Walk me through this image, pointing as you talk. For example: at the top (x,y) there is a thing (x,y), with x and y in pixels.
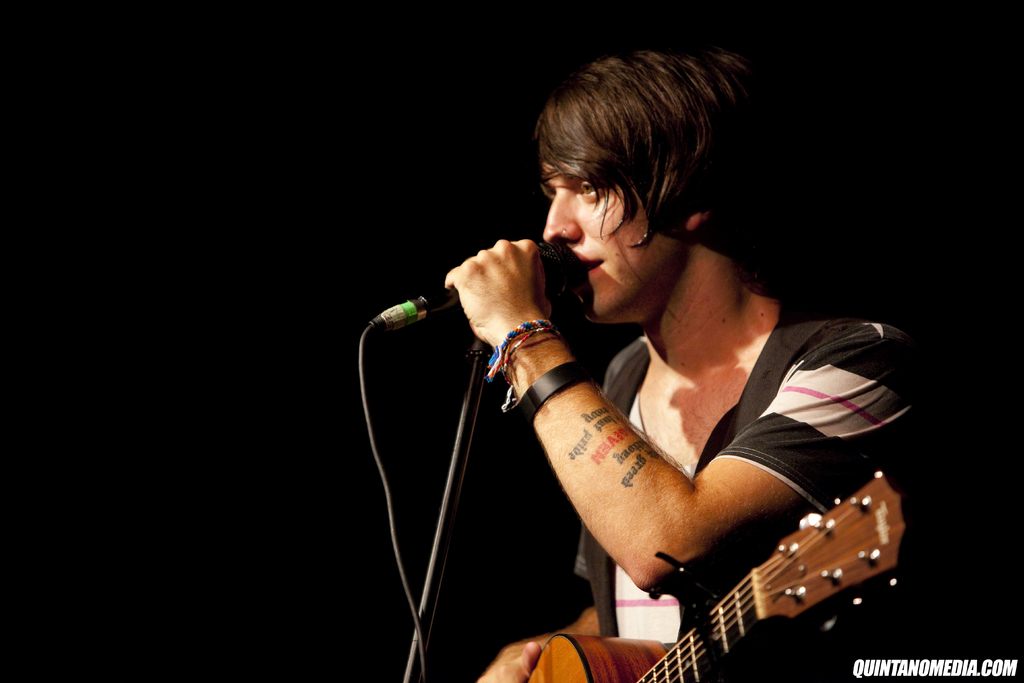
In the image we can see there is a man (674,360) who is standing and he is holding guitar (697,642) in his hand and he is holding mic (456,297).
